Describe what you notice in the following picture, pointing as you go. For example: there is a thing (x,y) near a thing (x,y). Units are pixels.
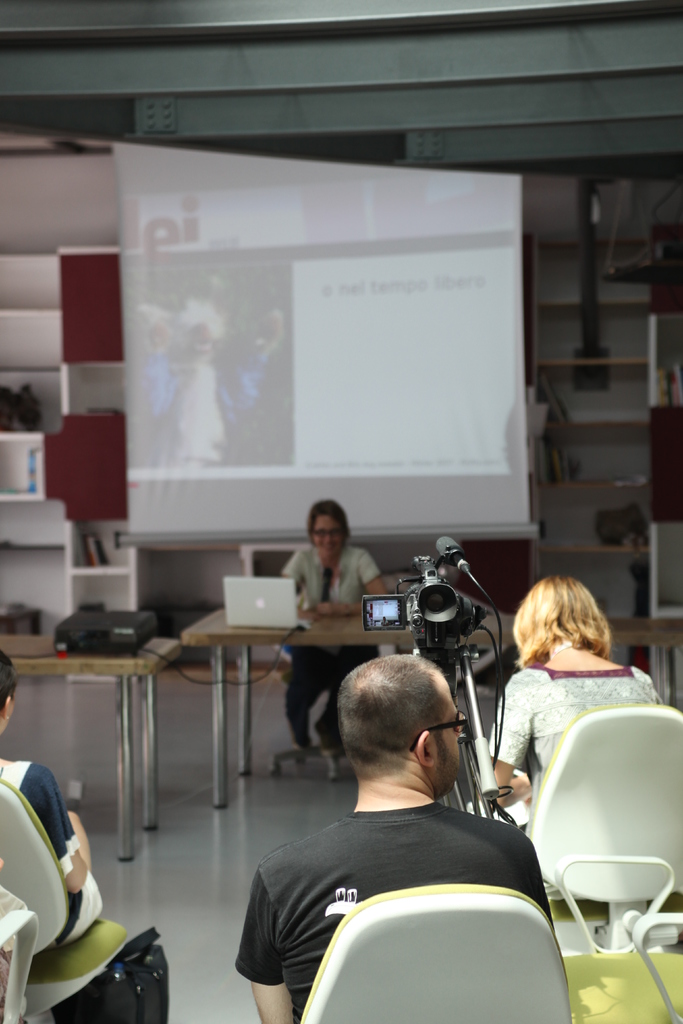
In this image I can see few people (448,706) are sitting on chairs (386,1023), I can see he is wearing a specs (465,726). Here I can see a camera (377,618) and on this table (278,638) I can see a laptop (231,598). In the background (179,222) I can see a projector's screen (234,229).
